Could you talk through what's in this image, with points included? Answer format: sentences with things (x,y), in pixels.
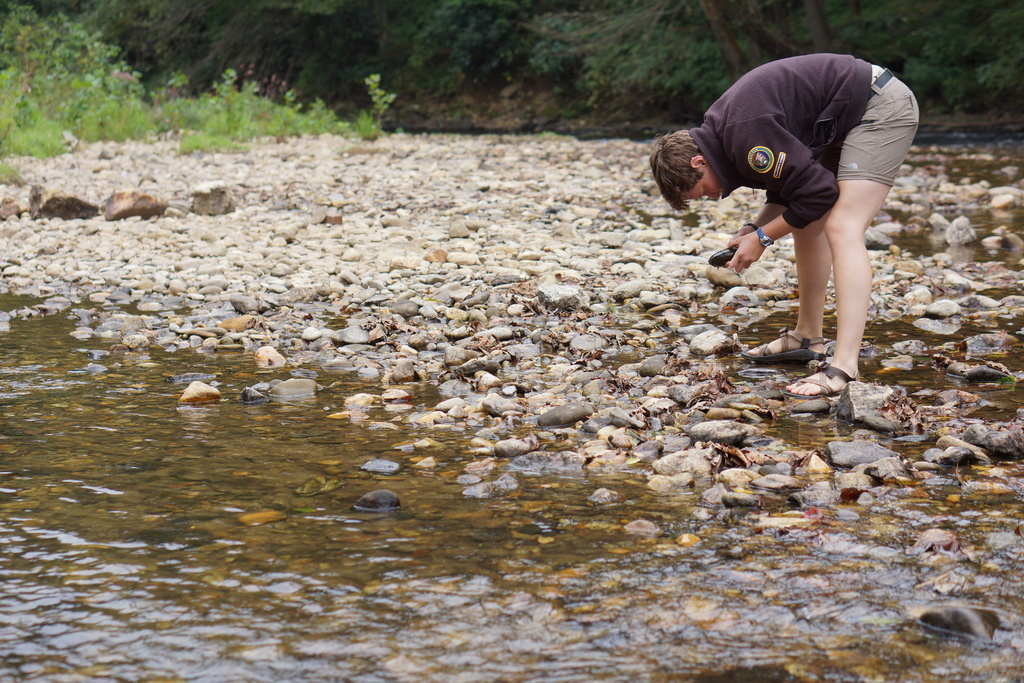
In the picture we can see a stone surface (542,455) in the forest (75,89) and on it we can see some parts of water (243,459) and a man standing on the rocks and bending and checking the rocks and in the background (980,12) we can see plants (63,93) and trees (291,52).
